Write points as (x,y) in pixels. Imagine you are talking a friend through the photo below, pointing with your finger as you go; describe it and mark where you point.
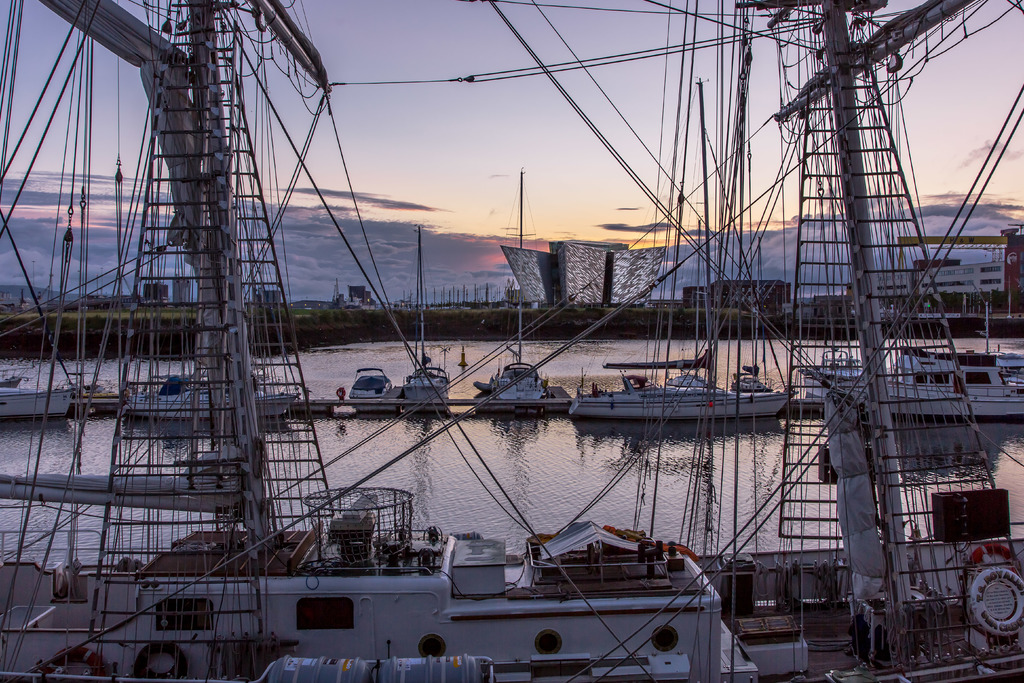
In this picture there is a ship (203,138) in the center of the image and there are other ships (633,417) in the background area of the image (279,411), on the water (327,388) and there are poles (522,212), buildings (695,304), and trees (135,310) in the background area of the image (545,301).
